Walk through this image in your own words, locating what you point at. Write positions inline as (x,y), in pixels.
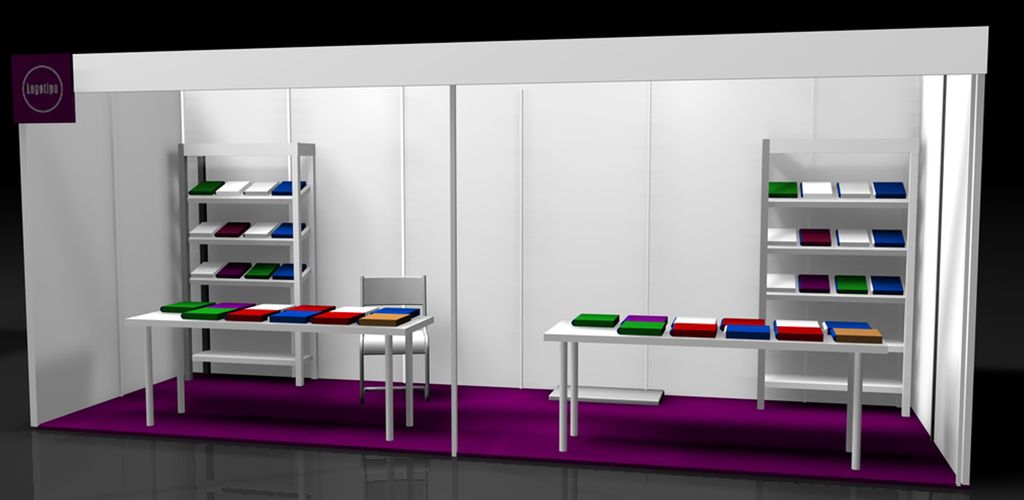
Here we can see a graphical image, in this we can find few things (405,320) on the table (338,328), in the background (203,229) we can see few other things (241,273) in the racks (791,202).
